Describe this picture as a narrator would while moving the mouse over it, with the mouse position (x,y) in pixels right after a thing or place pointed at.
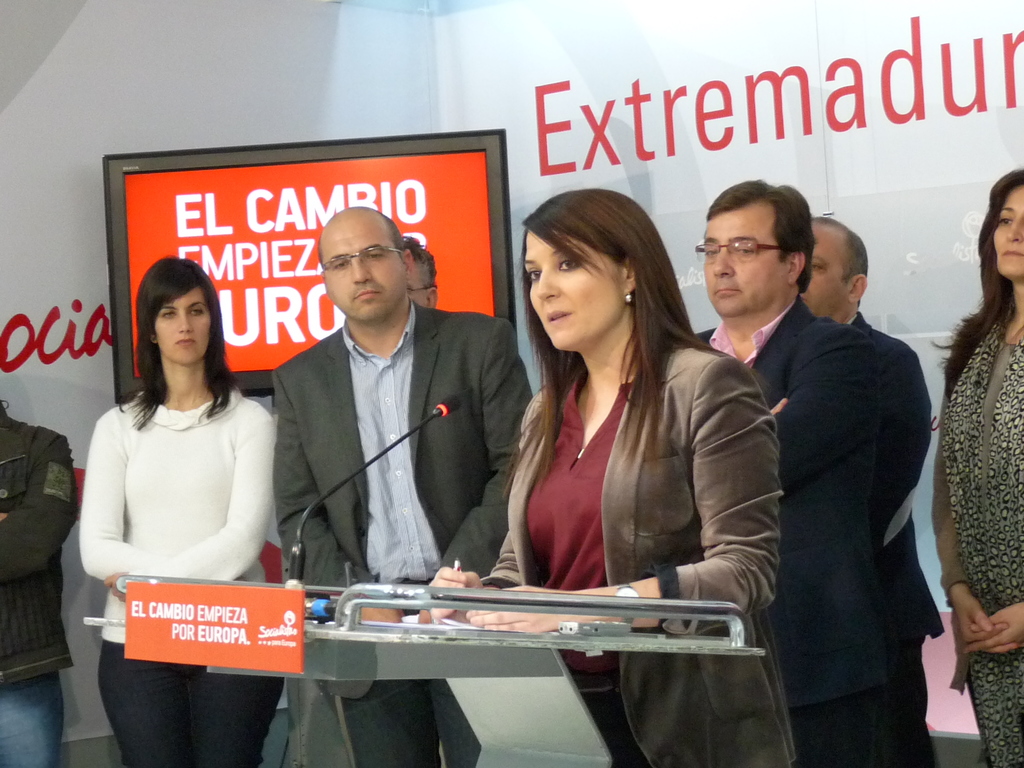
In this image I can see the group of people (550,357) standing and wearing the different color dresses (668,537). I can see one person (515,560) is standing in-front of the podium (336,637). On the podium (437,629) I can see the mic (300,578). In the back (239,277) I can see the board (201,235) and banner (781,122) and I can also see the wall (188,62).
